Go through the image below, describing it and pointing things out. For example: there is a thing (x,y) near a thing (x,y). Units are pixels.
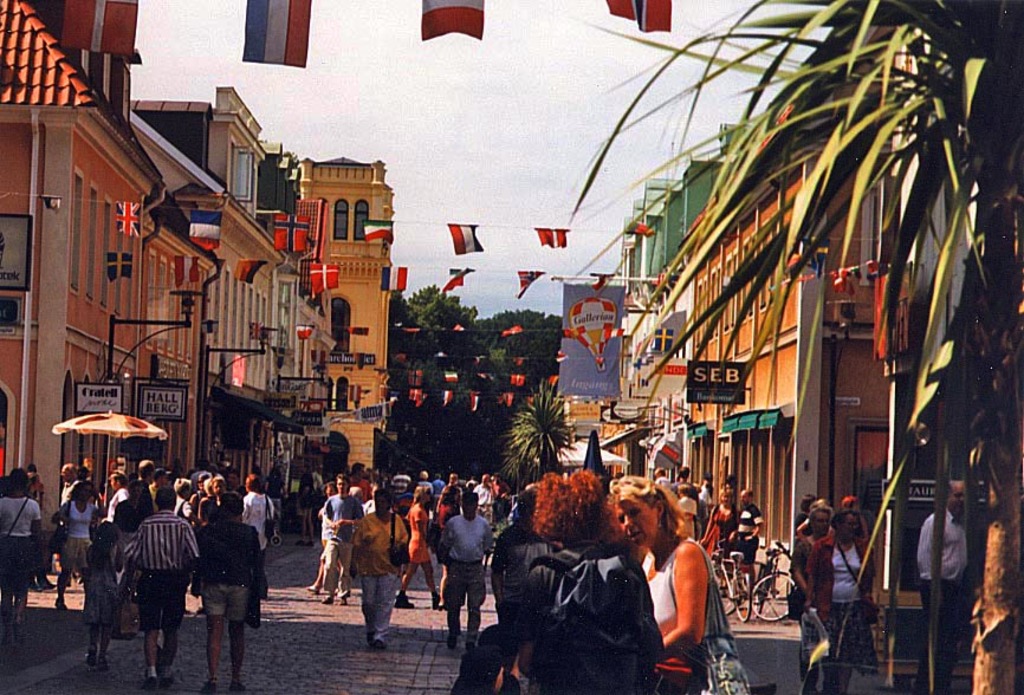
There is a crowd (304,511) on the road (272,621). On the sides there are buildings (261,294) with windows (339,381). On the left side (122,434) there is an umbrella (134,422). There are name boards (169,385). Also there are flags (366,239) on the ropes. On the right side (928,203) there is a tree (1013,405). There are cycles (771,549). In the background (480,382) there are trees (477,321) and sky (477,84).
